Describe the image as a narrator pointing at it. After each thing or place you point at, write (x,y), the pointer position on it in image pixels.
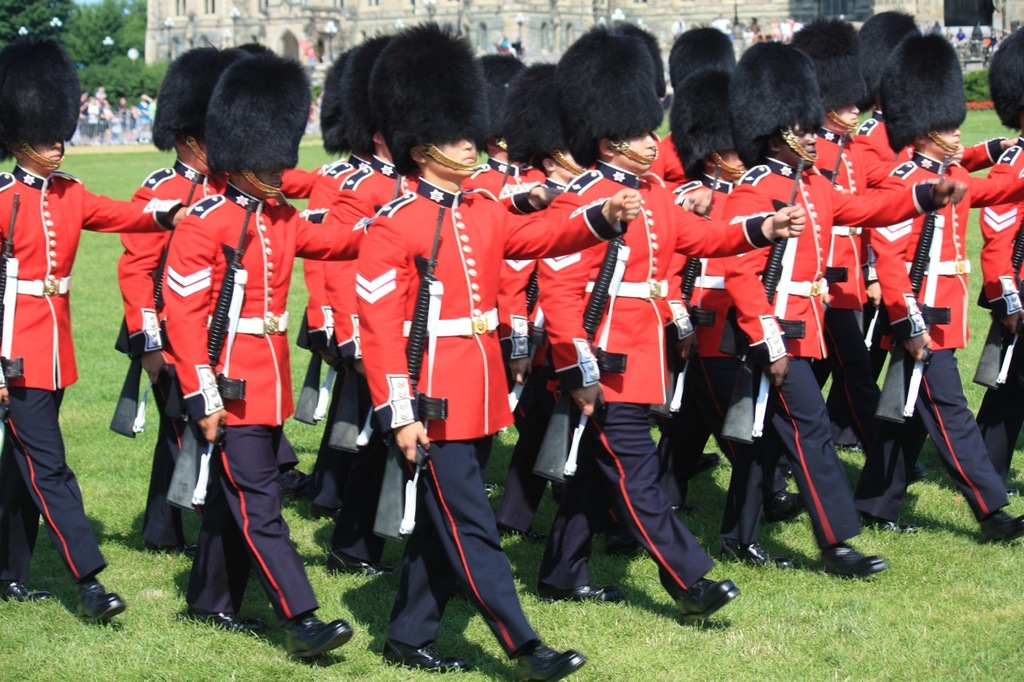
In the background (920,5) we can see a building (582,19) and people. Lights (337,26) with poles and trees (84,15) are visible. We can see people (853,346) in the same attire (552,293) and they are holding guns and at the bottom (100,505) we can see the grass (114,323).
